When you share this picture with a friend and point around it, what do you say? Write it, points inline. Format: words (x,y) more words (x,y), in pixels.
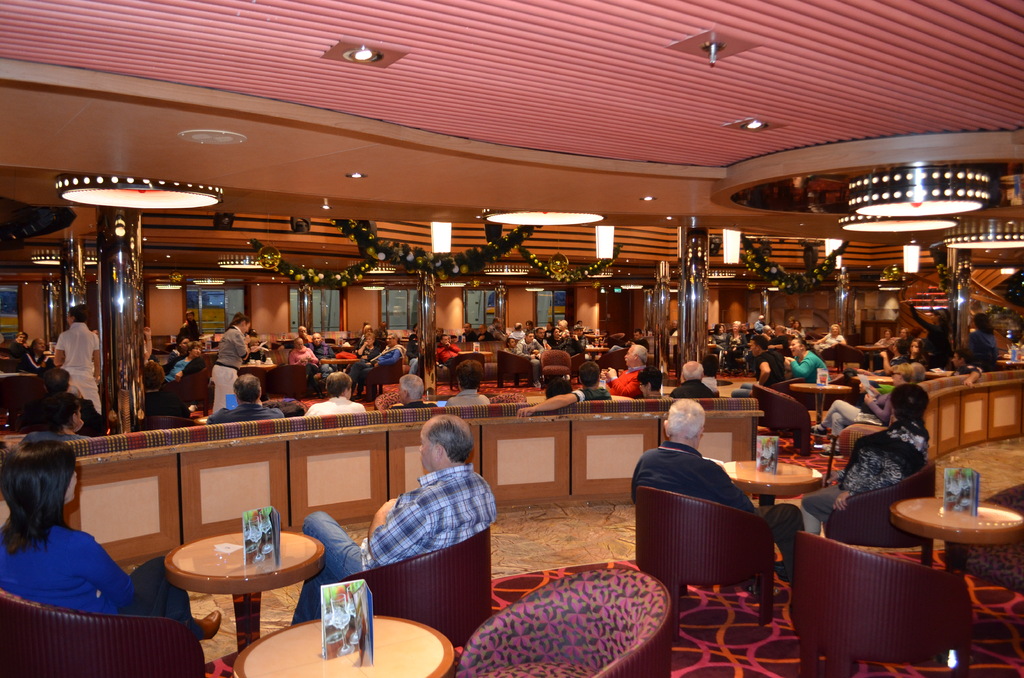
This picture describes about group of people (472,471) few are seated on the chair (413,565) and few are standing, in front of them we can find papers (257,538) on the table (240,544), on top of them we can find couple of lights (83,201).
